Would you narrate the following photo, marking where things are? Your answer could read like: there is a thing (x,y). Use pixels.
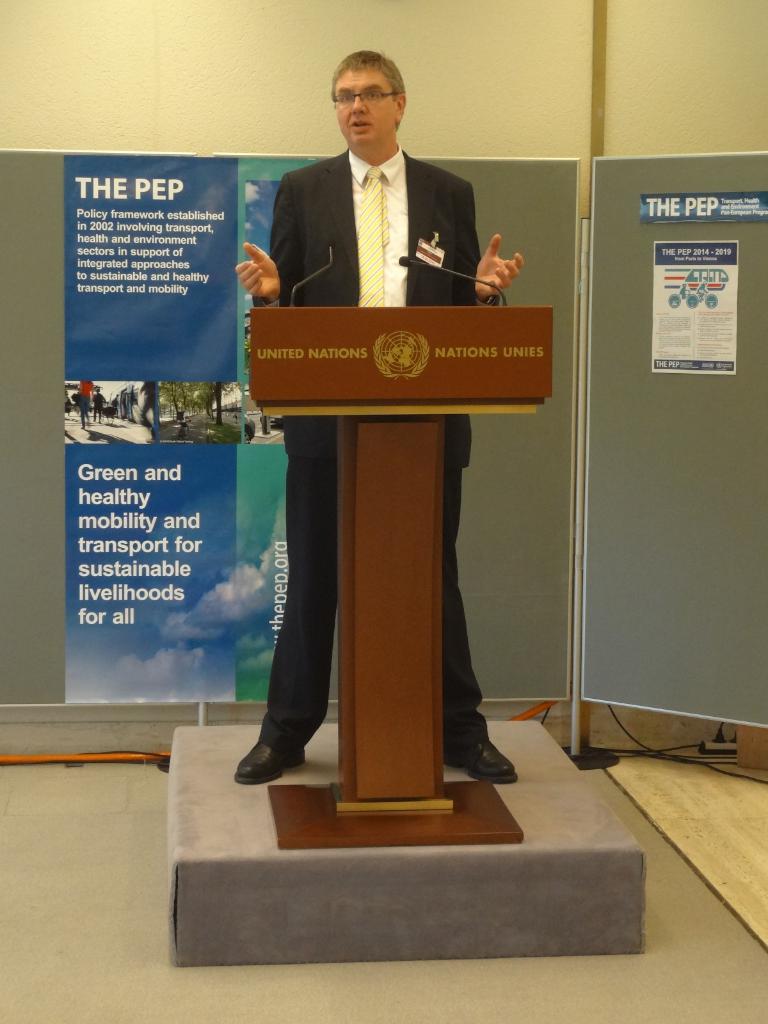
In this image, we can see a person (428,232) wearing clothes (368,257) and standing in front of the podium (408,351). There is a banner (252,646) in the middle of the image (272,649). In the background (457,57), we can see a wall (84,106).
